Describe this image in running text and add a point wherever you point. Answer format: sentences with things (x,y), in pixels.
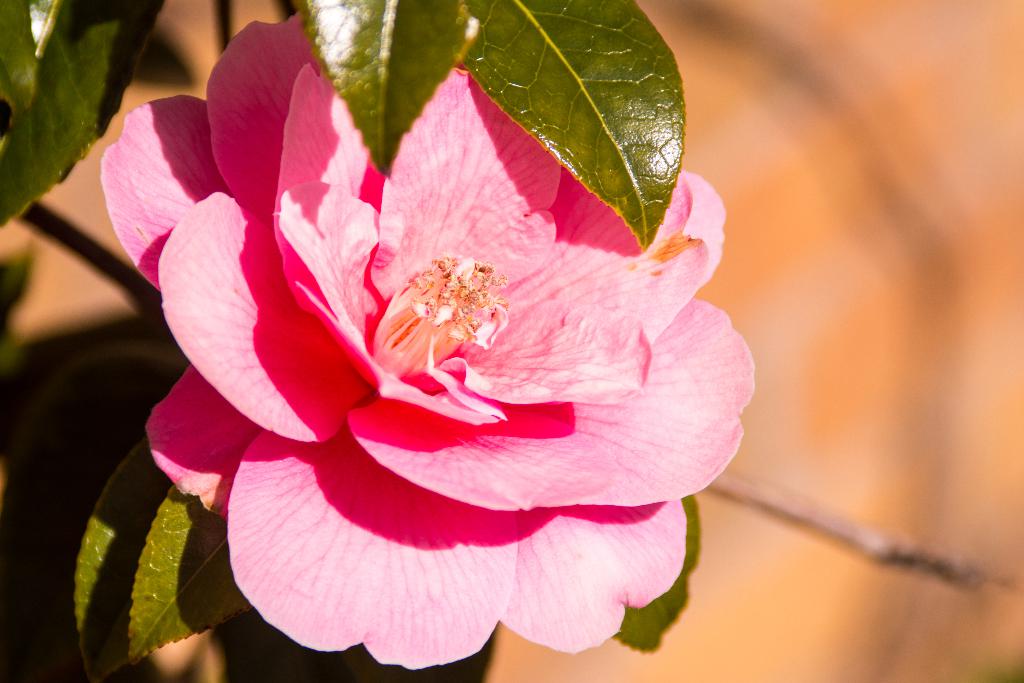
In this image in the foreground (637,141) I can see a flower (249,543) and some leaves (653,78) and in the background (762,444) I can see the blur.
